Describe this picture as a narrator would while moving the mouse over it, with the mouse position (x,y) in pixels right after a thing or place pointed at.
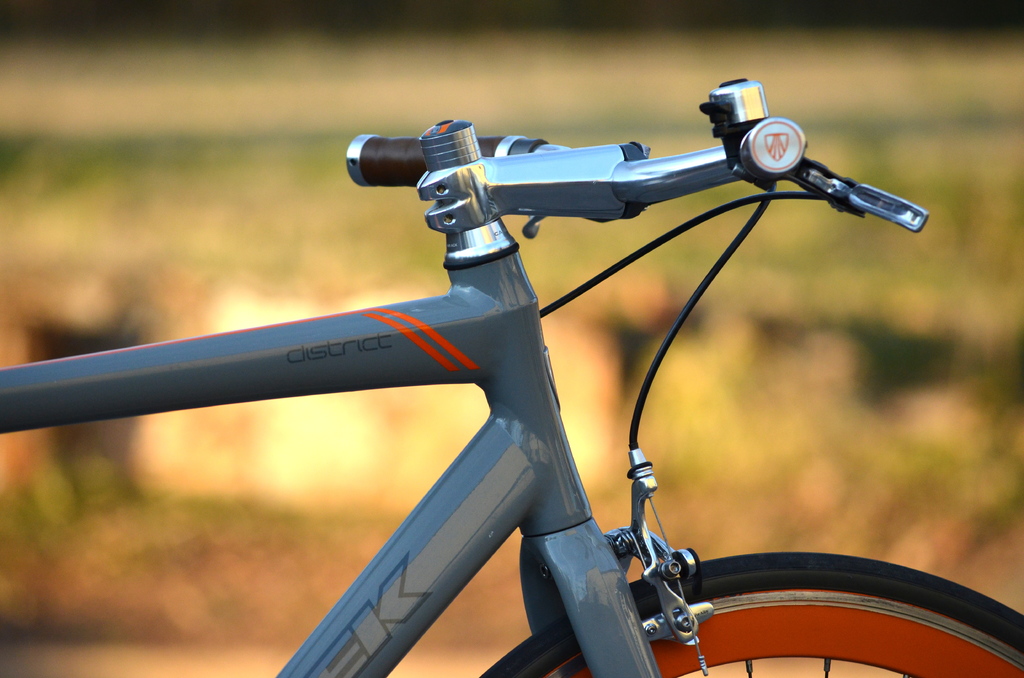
In the image there is a bicycle (623,582). Behind the bicycle (535,576) there is a blur background (273,501).
